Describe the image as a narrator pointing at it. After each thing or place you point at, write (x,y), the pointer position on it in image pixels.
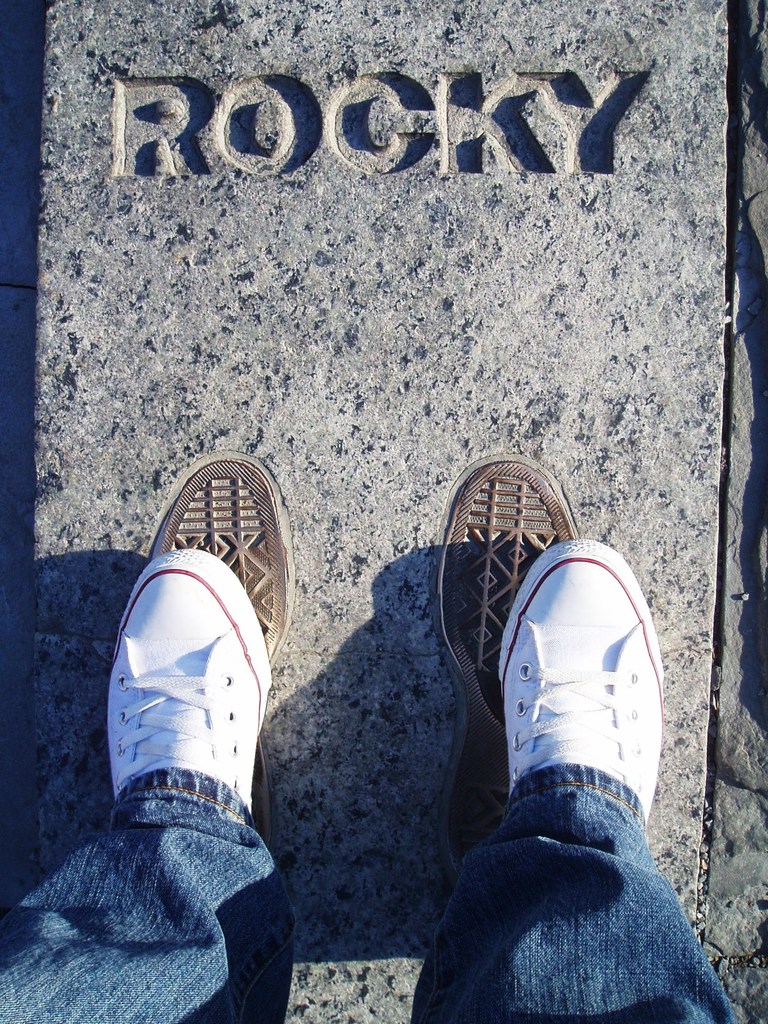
In this image we can see a person (637,956) standing on the surface (313,321) and we can also see some text (115,155) written on it.
